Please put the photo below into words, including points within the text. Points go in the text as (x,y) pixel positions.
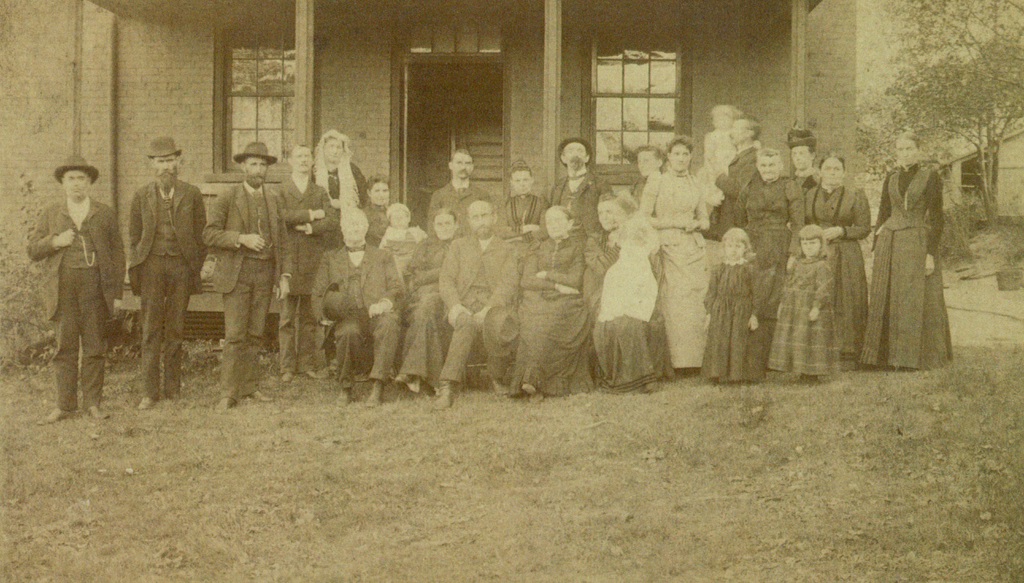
In the image few people (254,287) are standing and sitting. Behind them there is a building (543,163) and there are some trees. At the bottom of the image (510,403) there is grass (258,409).
